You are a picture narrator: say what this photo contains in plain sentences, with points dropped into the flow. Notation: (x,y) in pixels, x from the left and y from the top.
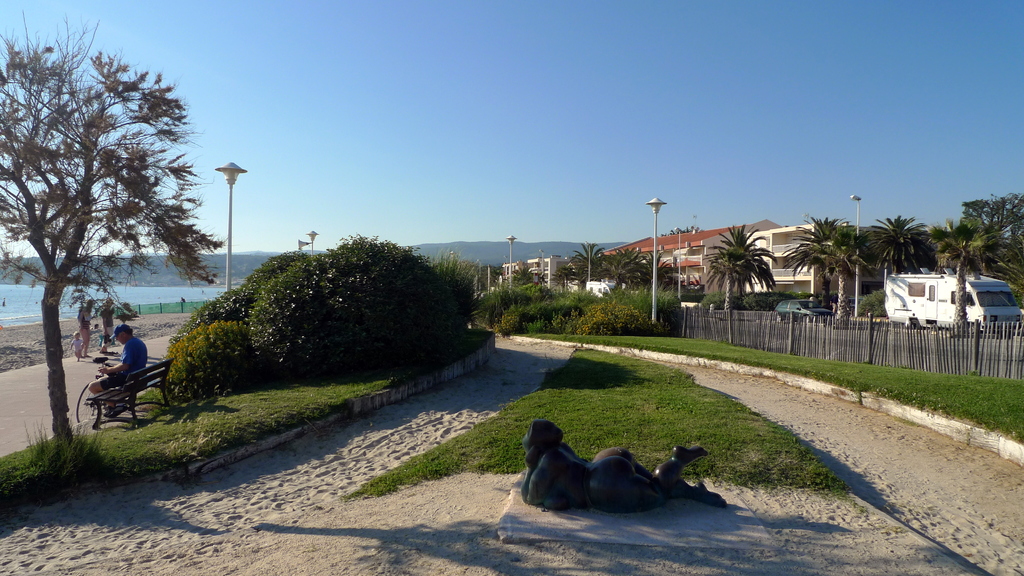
In the center of the image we can see a statue (618,451). On the left side of the image (13,346) we can see the water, floor (156,356) and three people (77,343) are standing and a man (100,390) is sitting on a bench (138,374), in-front of him we can see a bicycle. In the background of the image (980,278) we can see the hills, trees (740,278), buildings (764,245), poles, lights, vehicles (1007,305), fence (749,327), grass (533,392). At the bottom of the image (113,562) we can see the soil (56,575). At the top of the image (569,144) we can see the sky (418,135).
